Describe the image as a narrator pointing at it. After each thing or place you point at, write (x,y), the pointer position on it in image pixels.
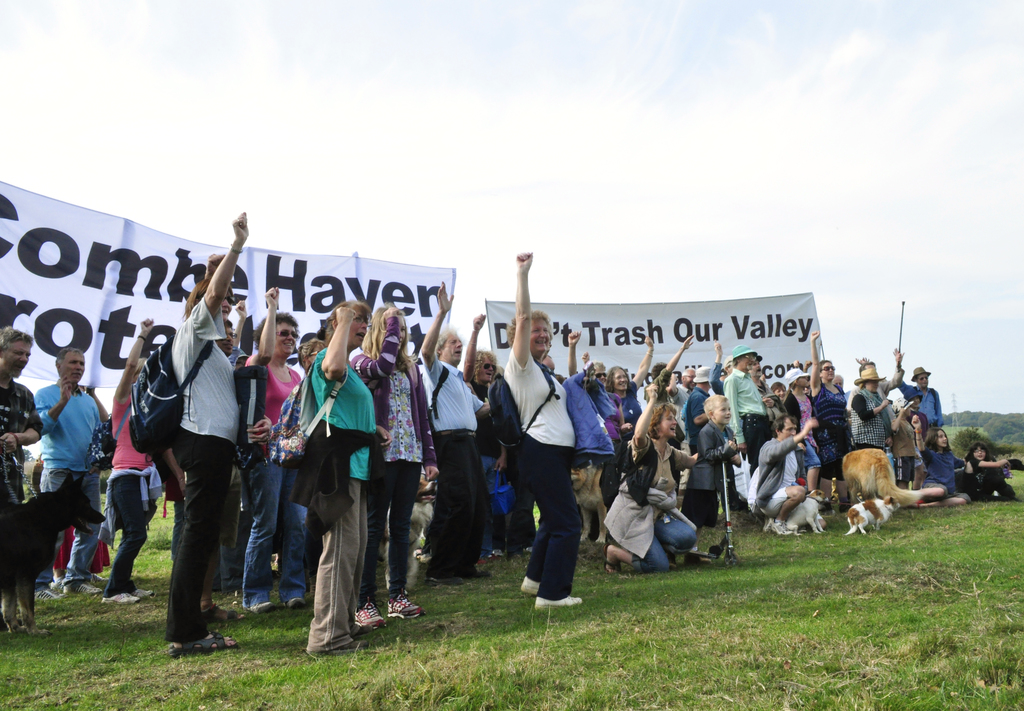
In this image in the center (602,445) there are a group of people (121,503) who are standing, and they are shouting and there are some boards (264,272). On the boards (110,370) there is text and also there are some objects (723,474) and dogs (879,475), at the bottom (457,635) there is grass (910,576) and in the background (957,421) there are trees (1000,416). At the top (258,179) there is sky (375,128).
